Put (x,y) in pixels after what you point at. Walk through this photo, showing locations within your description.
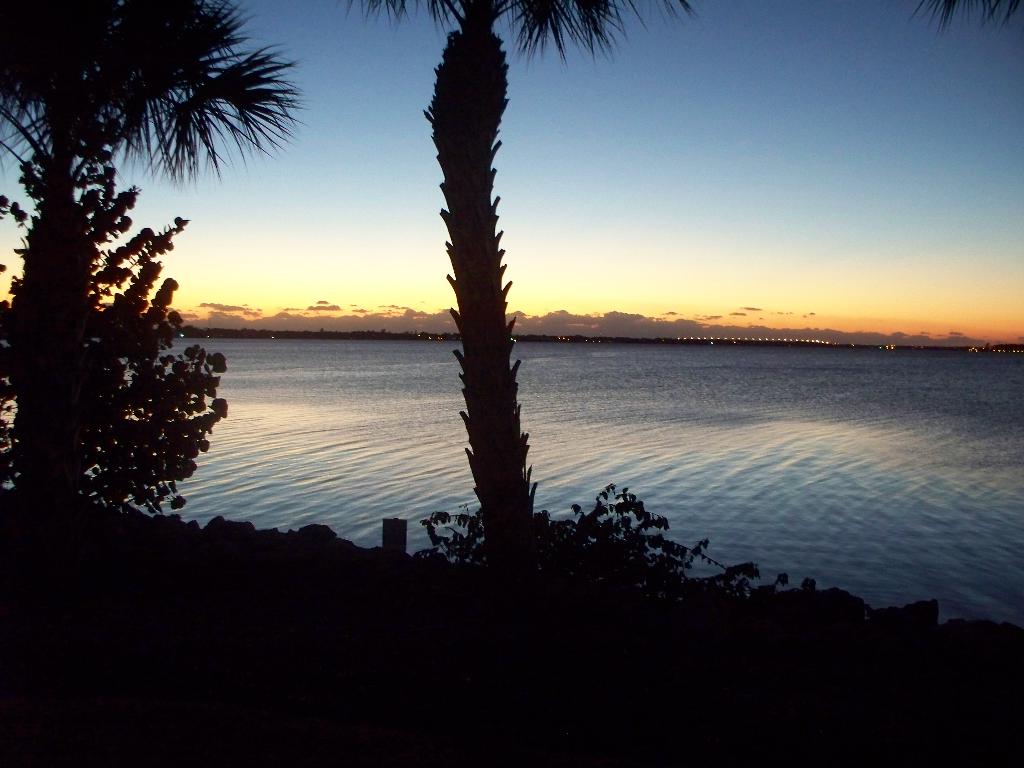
In the center of the image (456,354) there are trees (154,299). There is water (688,373). In the background of the image (267,253) there is sky (376,272).
